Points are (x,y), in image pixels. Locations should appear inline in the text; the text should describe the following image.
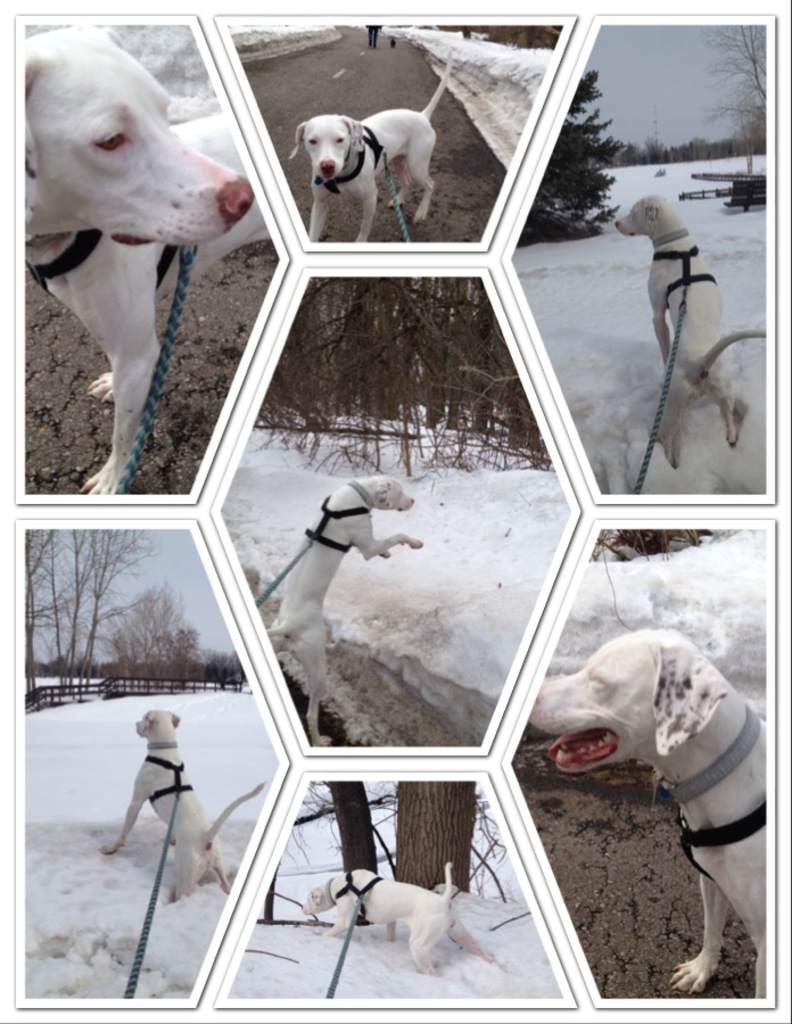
In this image we can see a collage of pictures in which we can see a dog (680,750) on the ground (491,939), we can also see some trees (37,664), fence (39,689). In the background (660,40), we can see the sky (705,121).
